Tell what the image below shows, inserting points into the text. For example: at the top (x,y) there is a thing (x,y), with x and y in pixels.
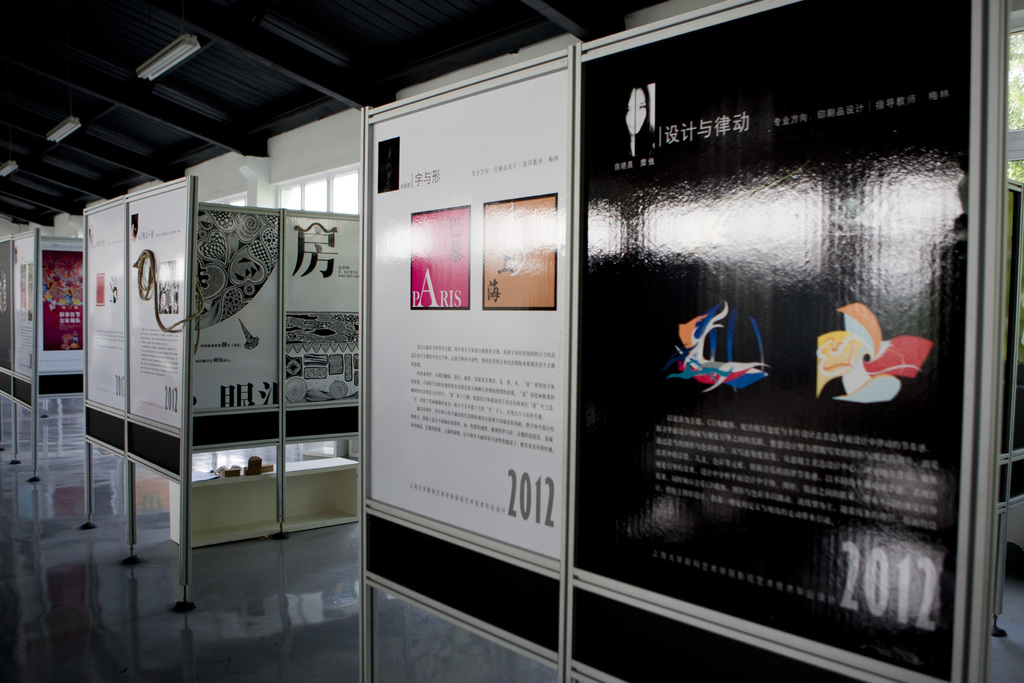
In this image I can see number of boards (423,309), few lights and on these boards (351,252) I can see something is written.
